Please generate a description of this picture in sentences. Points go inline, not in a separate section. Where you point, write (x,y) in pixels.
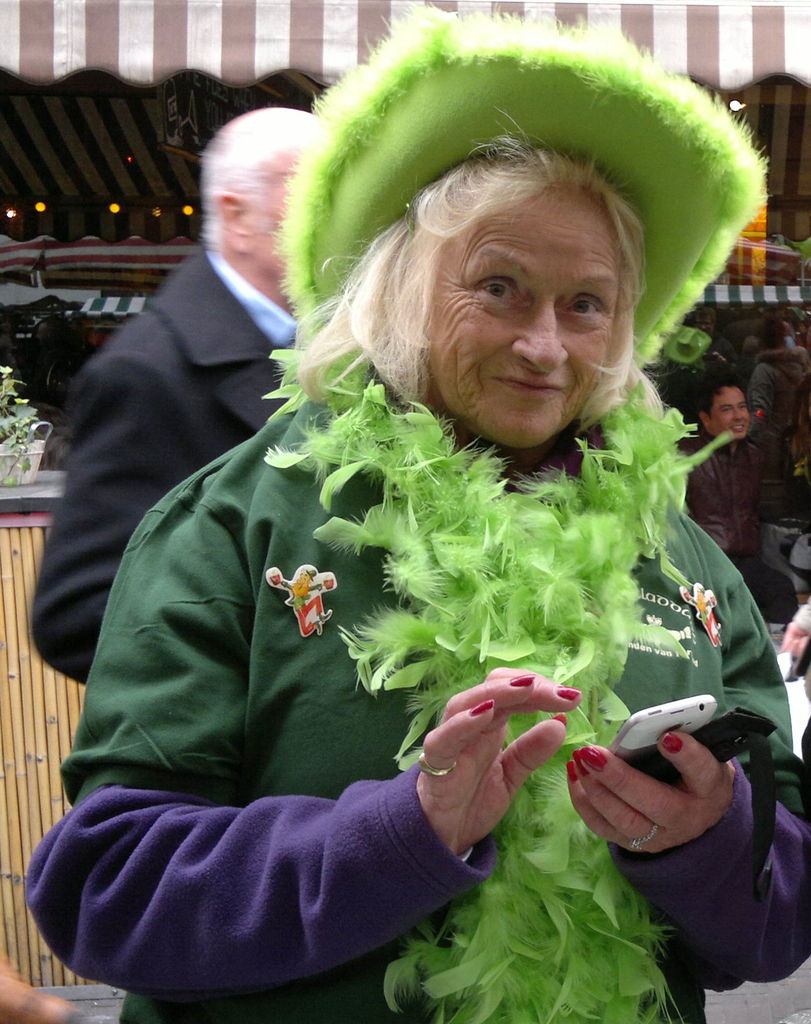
There is a woman (425,185) in thick green color jacket (283,615), holding a mobile (704,720), smiling and standing. In the background (165,401), there is another person (207,250) in black color shirt (181,356), standing, there is another person (757,514) sitting on a chair (766,544) and smiling, there is a pot plant (14,467) on the wooden wall (35,704), there is a tent (157,36) and other objects (778,268).
